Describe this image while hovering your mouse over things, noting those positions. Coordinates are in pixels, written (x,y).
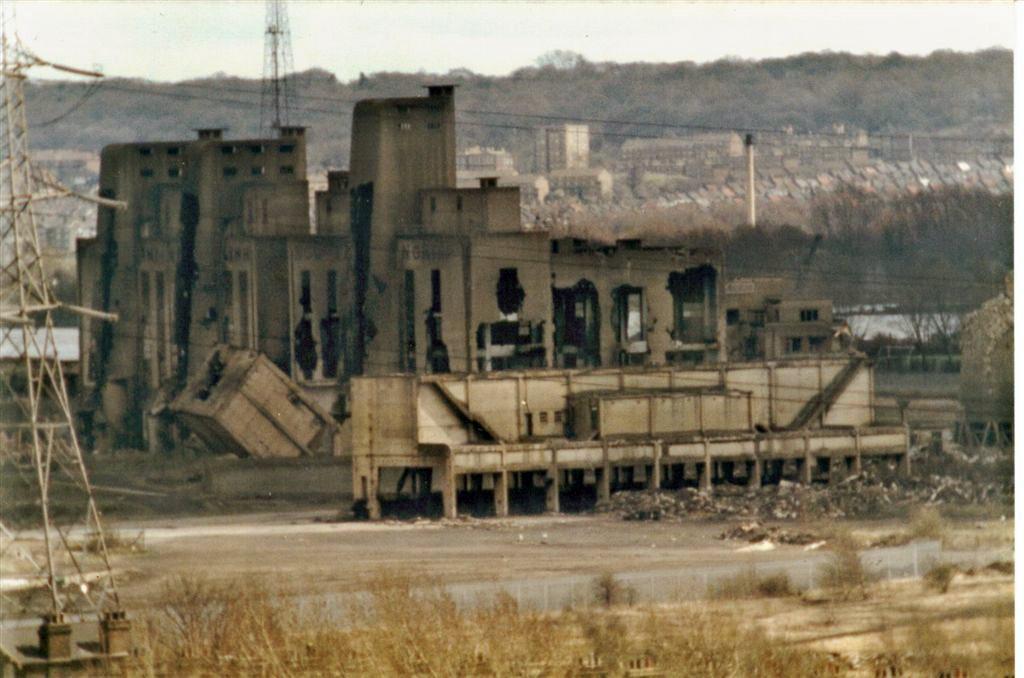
In the image we can see there is an old building (637,359) and there is an electric pole tower (50,429). The ground (400,615) is covered with dry plants (395,589).
